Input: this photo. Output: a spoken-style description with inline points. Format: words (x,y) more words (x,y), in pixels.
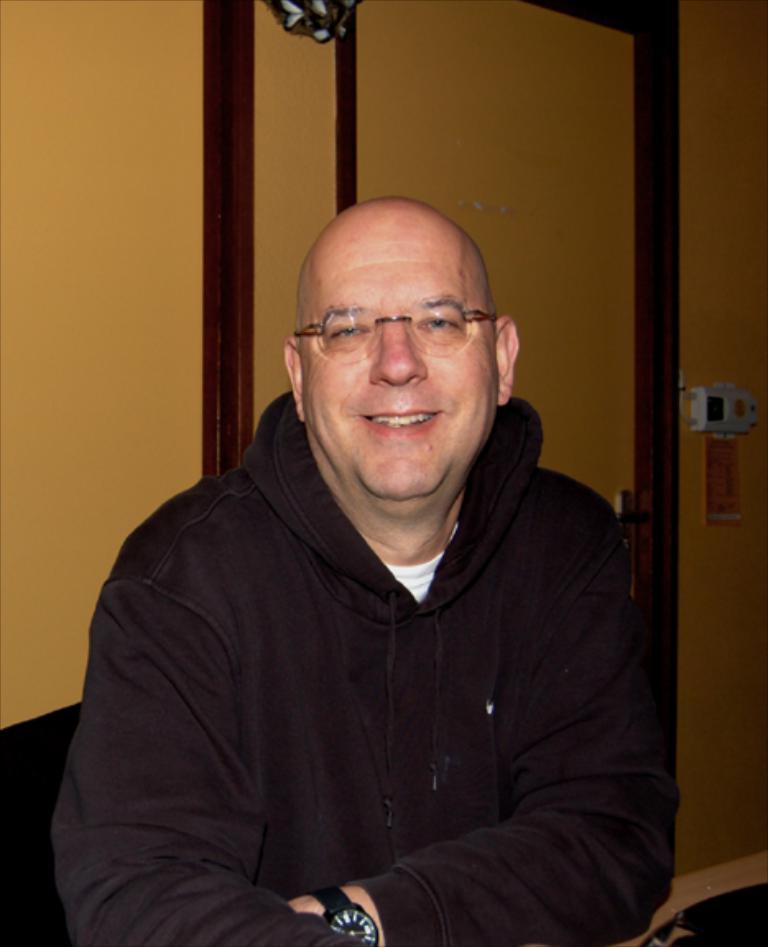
In this image I can see a man (66,904) in the front (66,904) and I can also see smile on his face (413,486). I can see he is wearing a specs (430,326), white colour t-shirt (418,576), black hoodie (401,617) and a black watch (348,904). On the right side of this image (731,416) I can see a white colour thing (719,413) on the wall (749,513) and I can also see an object (279,1) on the top side of this image (311,37).
